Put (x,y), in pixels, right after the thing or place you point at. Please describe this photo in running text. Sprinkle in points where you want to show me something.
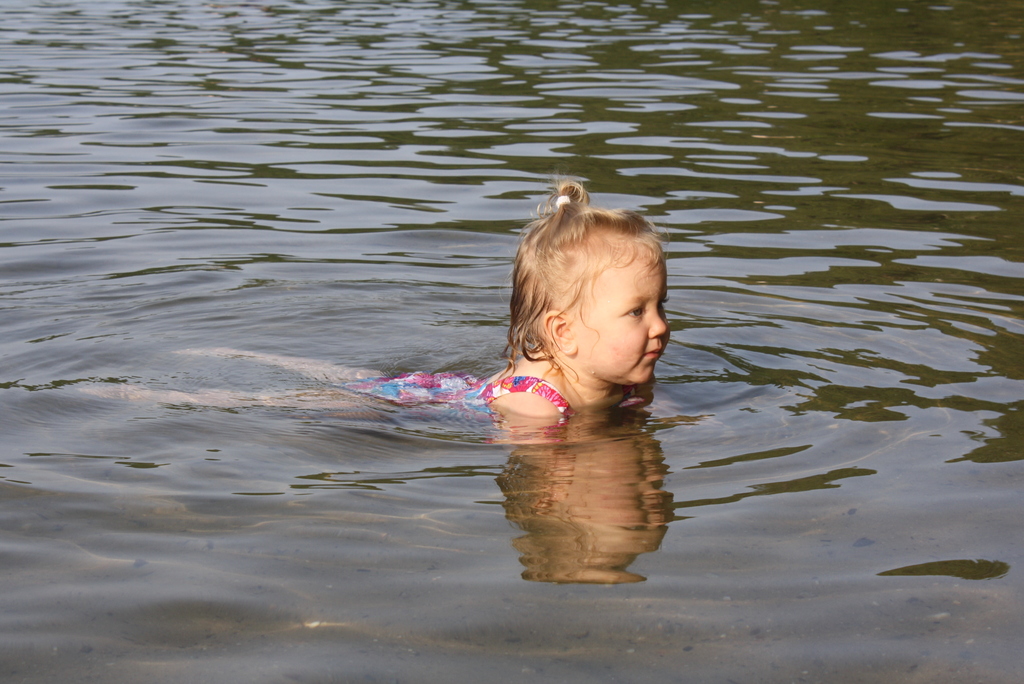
In this image there is a kid (611,350) in the water (351,307) in the center (592,337).
